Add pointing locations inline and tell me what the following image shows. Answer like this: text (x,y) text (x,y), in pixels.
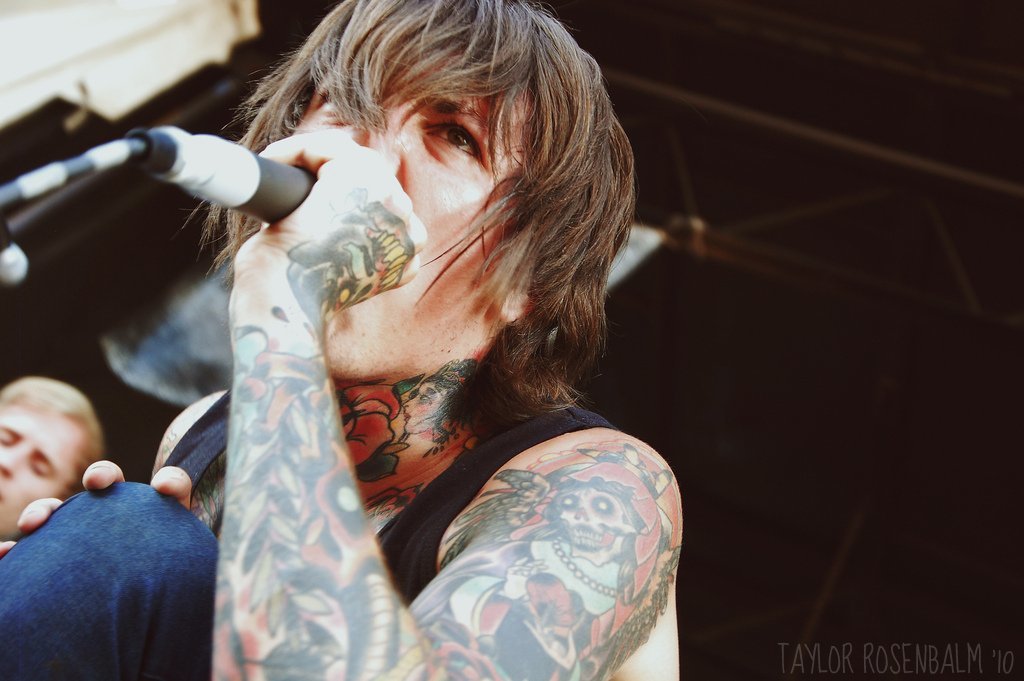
There is a man (258,382) with the tattoos (281,485) holding microphone (263,178) and singing in it, behind them there is another man's face (0,406).
